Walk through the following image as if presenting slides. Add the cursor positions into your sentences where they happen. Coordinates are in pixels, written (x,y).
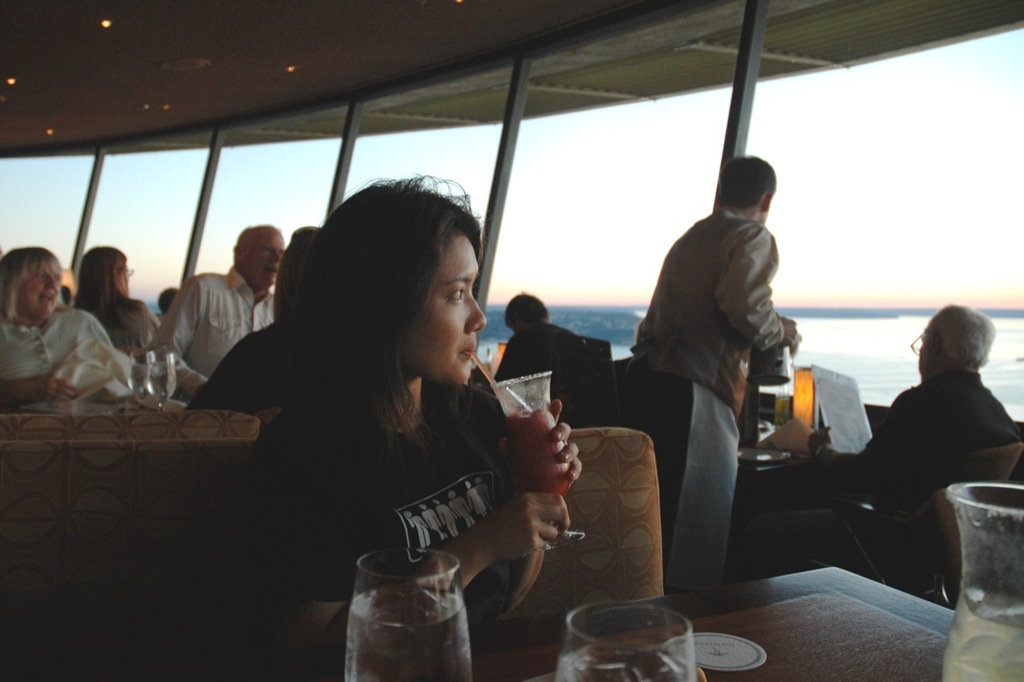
In this picture we can see a group of people (262,415), glasses (959,631), tables (760,622), chairs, paper (840,400), shelter (240,56) and some objects (762,370) and in the background (854,357) we can see the water (856,334) and the sky (836,167).
